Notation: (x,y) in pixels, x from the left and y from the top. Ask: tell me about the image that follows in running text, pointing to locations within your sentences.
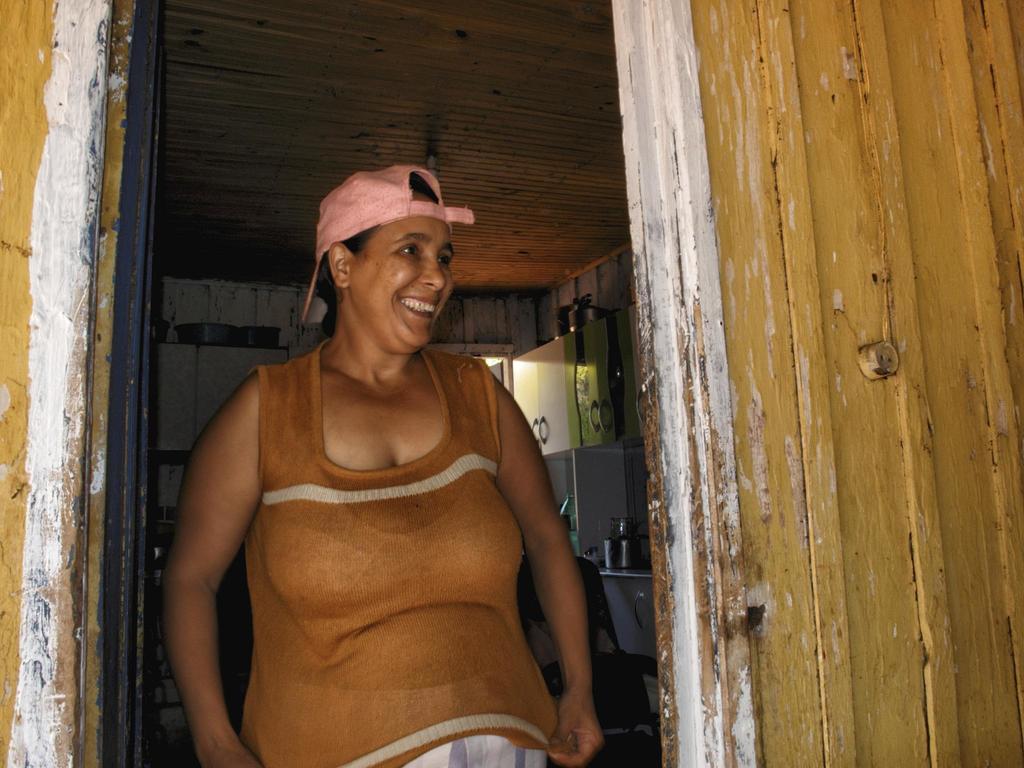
The woman (353,457) in brown t-shirt (381,495) who is wearing a pink cap (392,178) is standing in the middle of the picture (472,429) and she is smiling. Beside her, we see a wall (795,418) which is in yellow color. Behind her, there is a white wall (301,342) and a cupboard (596,386). We even see a chair (598,612) and a table (636,600) on which bottles (627,525) are placed. At the top of the picture (423,143), we see the ceiling (421,155) of that room (236,247).
